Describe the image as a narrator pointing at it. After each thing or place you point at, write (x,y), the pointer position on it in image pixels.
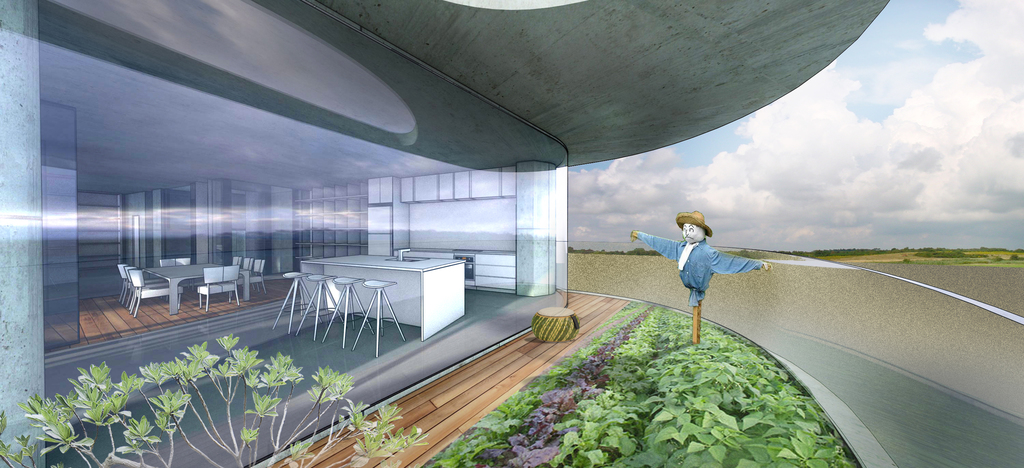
Here in this picture, in the middle (648,243) we can see a scarecrow (674,250) present on the ground (674,349) and we can see that plants (578,401) are also covered over the place and beside that we can see a glass wall (463,318), through which we can see tables (397,272) and chairs (259,282) present on the floor (253,305) and we can see stools (373,282) also present and we can see racks (320,245) present inside the room (165,245) all over there and on the right side (921,262) we can see some part of ground (906,265) is covered with grass (934,263) and we can also see plants (934,263) and trees (991,249) present in the far and we can see the sky (978,236) is fully covered with clouds (845,200).
